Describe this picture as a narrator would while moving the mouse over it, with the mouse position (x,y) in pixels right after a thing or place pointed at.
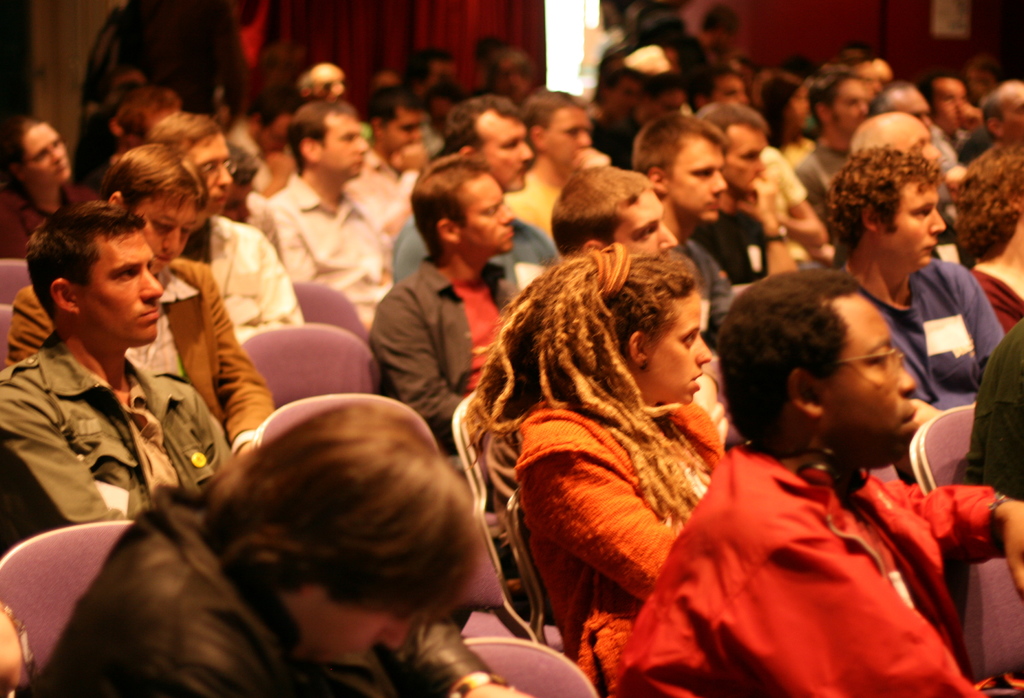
In this image I can see group of people (364,217) sitting. In front (922,555) the person (804,438) is wearing red color dress (923,571). In the background (378,19) I can see few curtains (438,30).
